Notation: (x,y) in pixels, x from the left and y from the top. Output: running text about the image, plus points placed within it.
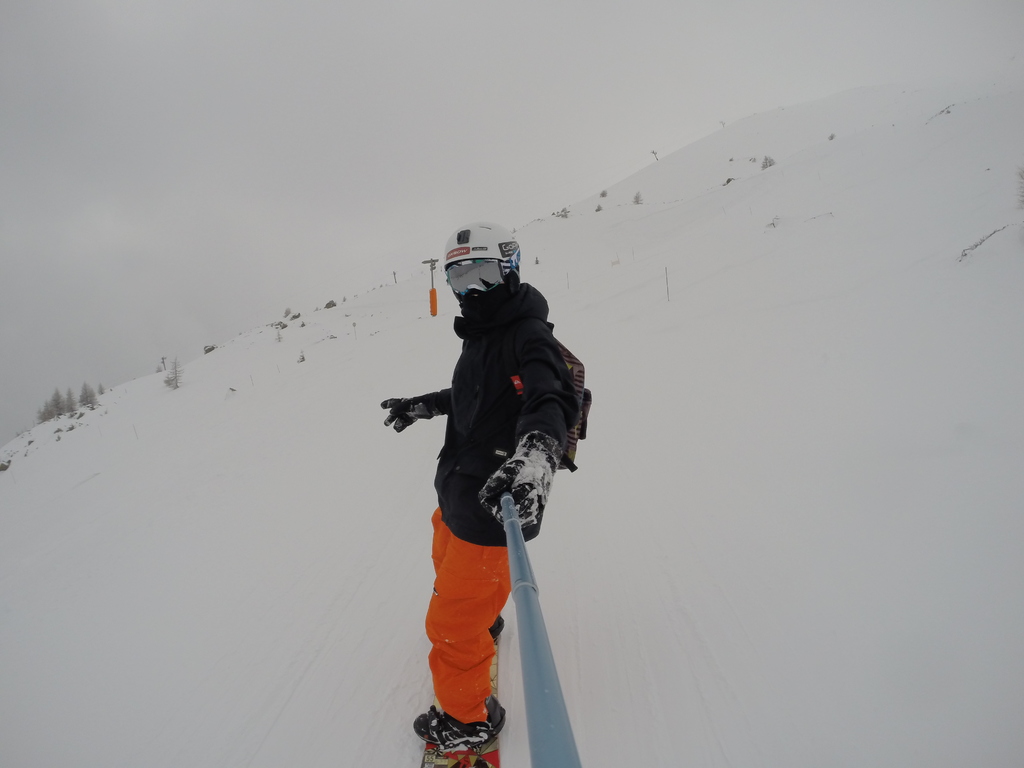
In this image, we can see a person (510,493) holding an object (539,737). We can see the ground (897,542) covered with snow (907,294) and some objects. We can also see some plants (92,388). We can see the sky (385,247).
